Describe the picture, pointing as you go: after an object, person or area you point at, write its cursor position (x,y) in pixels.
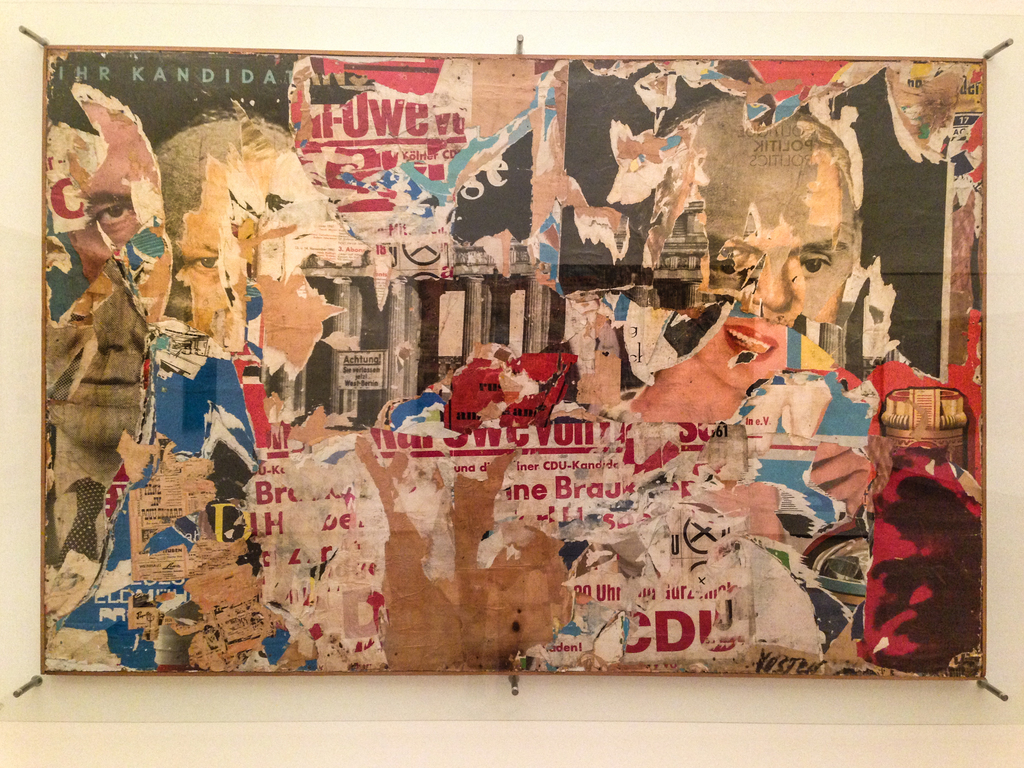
In this image we can see a torn advertisement (442,204) on the board (564,370).
